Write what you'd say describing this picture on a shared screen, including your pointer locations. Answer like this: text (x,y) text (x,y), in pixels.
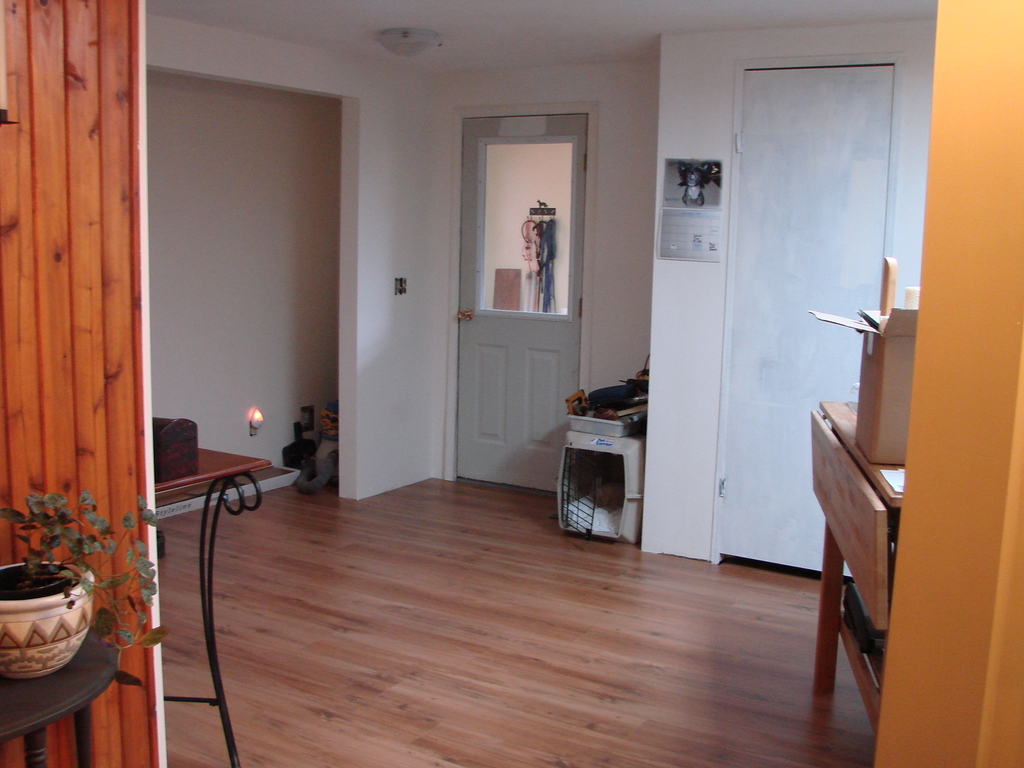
There is a plant pot (77,600) in the bottom left side of the image (75,649), there are doors (729,359), some objects (890,440) on the desk (825,545) and other items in the background (853,524).
